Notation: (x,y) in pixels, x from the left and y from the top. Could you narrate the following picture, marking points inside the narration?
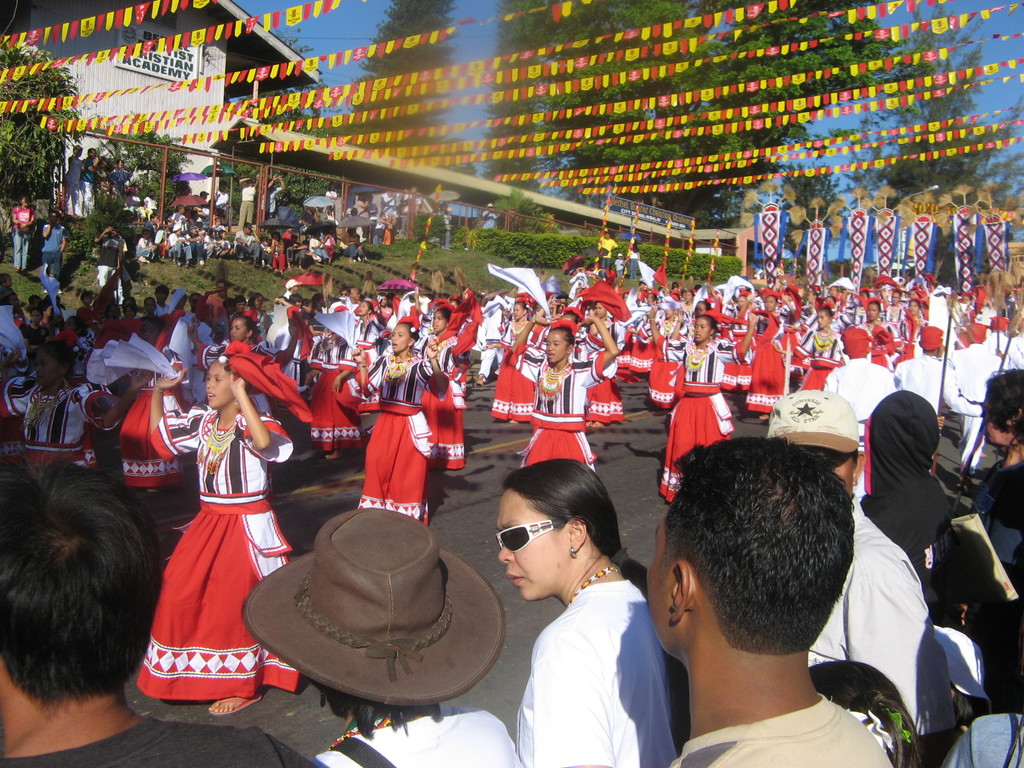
In this picture we can see some people (223,380) dancing here, on the right side (853,641) there are some people (765,521) standing here, we can see ribbons (88,22) here, in the background (657,139) there are some trees (417,15), we can see clothes (844,233) here, there is a building (120,84) here, we can see grass (415,258) here, there is the sky (368,32) at the top of the picture (351,21).
